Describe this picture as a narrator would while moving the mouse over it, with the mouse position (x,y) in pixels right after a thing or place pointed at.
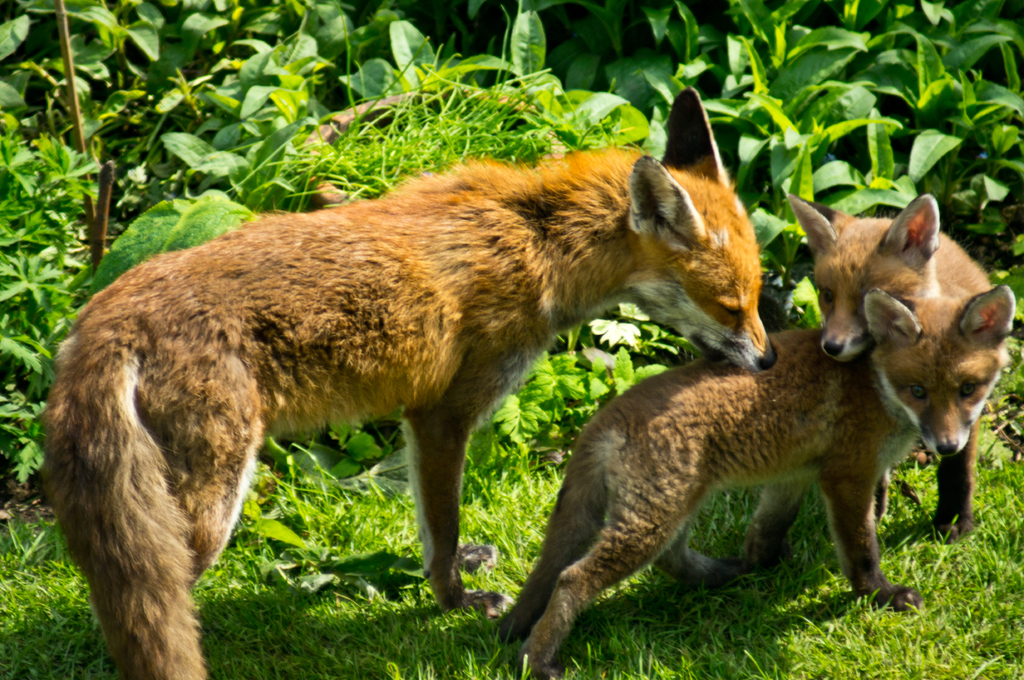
In this picture I can see few foxes (622,447) and I can see trees (809,57) and grass (889,665) on the ground (771,594).
